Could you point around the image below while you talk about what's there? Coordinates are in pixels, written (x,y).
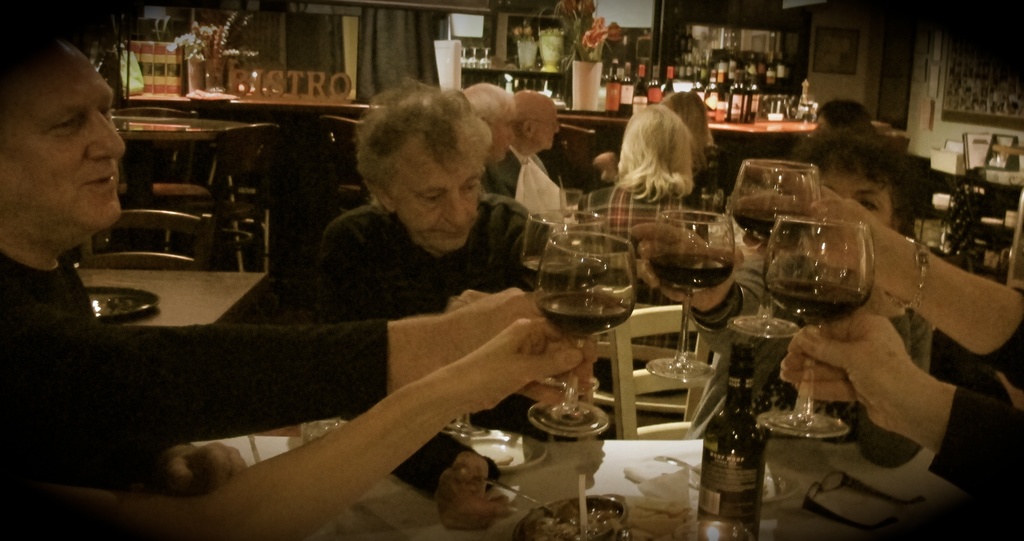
In this picture I can see people (386,215) sitting on the chairs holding wine glasses (570,297). I can see alcohol bottles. I can see wines glasses (689,221). I can see dining table (615,482).
